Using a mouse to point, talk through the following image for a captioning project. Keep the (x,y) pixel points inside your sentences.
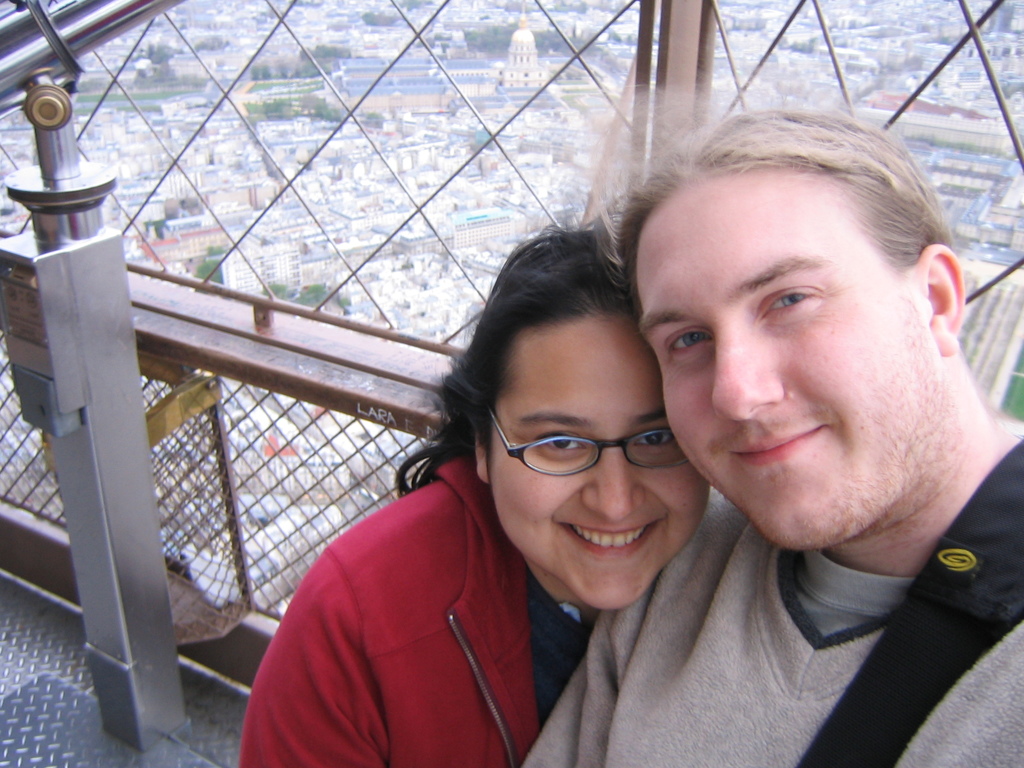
In the bottom right corner of the image (697,760) two persons (370,736) are standing and smiling. Behind them there is fencing (628,149). Through the fencing (419,37) we can see some trees (475,37) and buildings (243,60).
